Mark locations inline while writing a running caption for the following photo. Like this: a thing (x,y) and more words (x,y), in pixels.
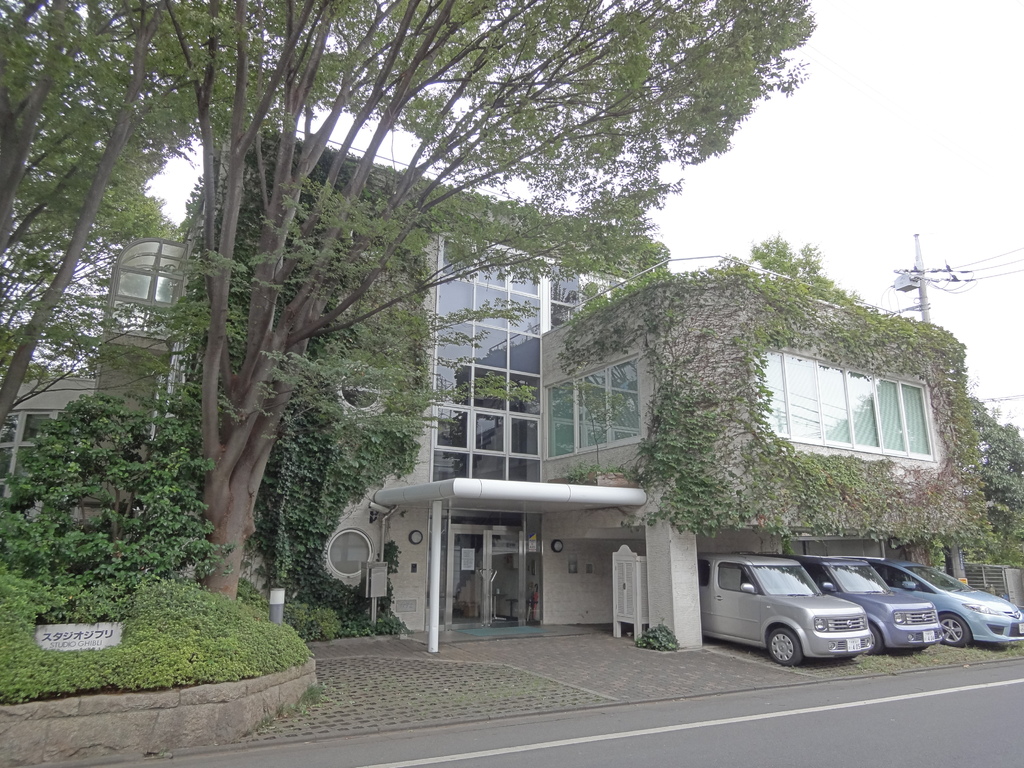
In this picture there is a building (520,420) and there are trees (479,388) and there are vehicles (866,570). On the left side of the image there is a text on the stone (95,647). On the right side of the image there is a pole (912,285) and there are wires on the pole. At the top (905,58) there is sky (903,94). At the bottom (841,697) there is a road (757,712).
